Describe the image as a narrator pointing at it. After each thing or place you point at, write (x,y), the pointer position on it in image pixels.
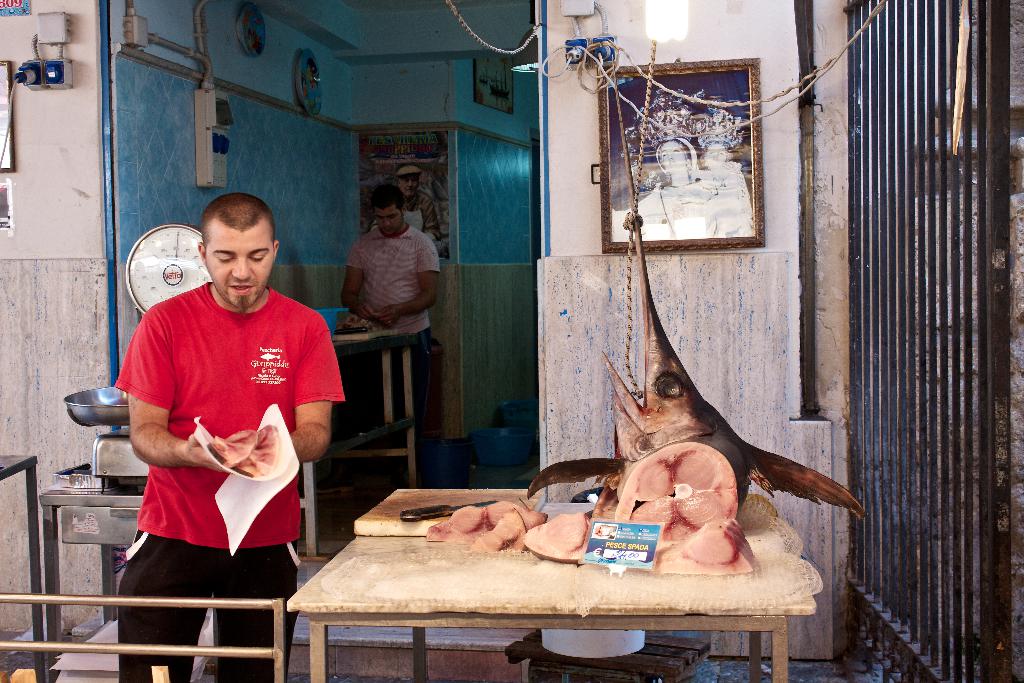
In this picture there is a man (220,526) standing and holding a meat (236,448). There is a weighing pan (77,412). There is a meat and knife (431,511) on the table (464,551). There is also other man (388,297) who is standing. There is a poster (401,173) on the wall (348,150). There is a frame (661,99) and light (666,32).
